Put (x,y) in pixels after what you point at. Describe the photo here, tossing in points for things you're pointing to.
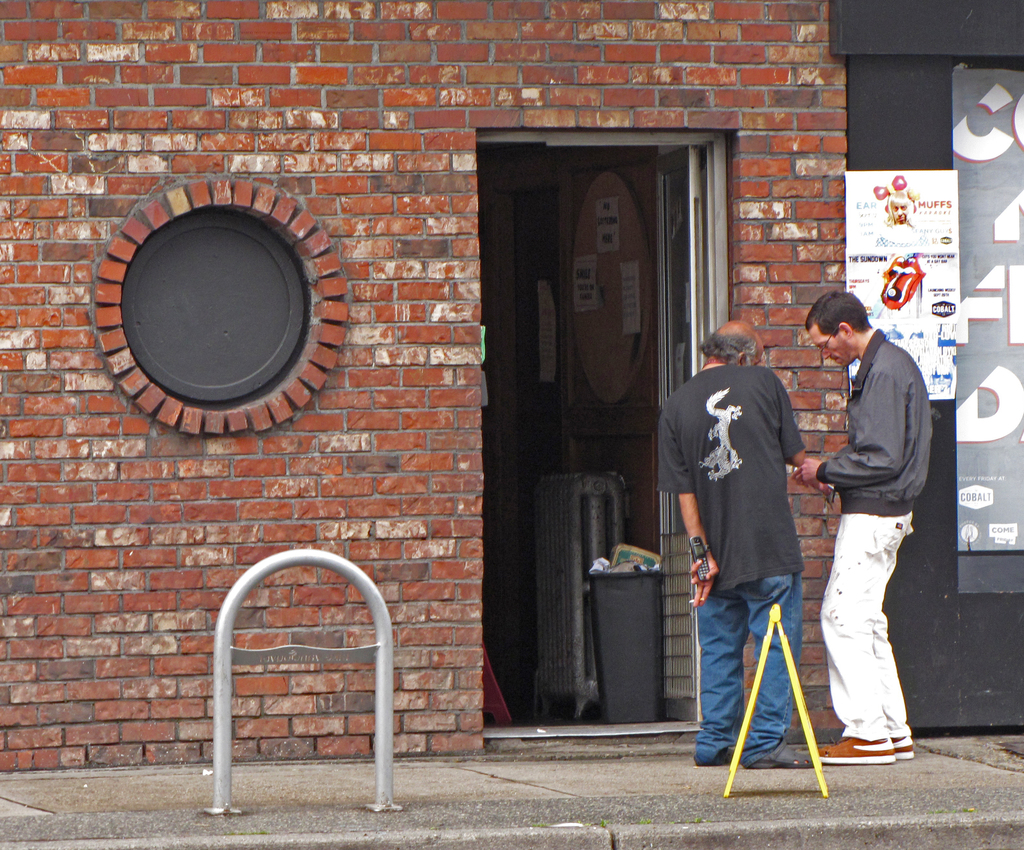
In this image I can see two men (702,613) are standing and I can see one of them is holding a phone (700,540). I can also see red colour building (699,97), a yellow colour thing (770,632) over here and in background (866,228) I can see few boards (946,260). On these boards (950,242) I can see something is written.
